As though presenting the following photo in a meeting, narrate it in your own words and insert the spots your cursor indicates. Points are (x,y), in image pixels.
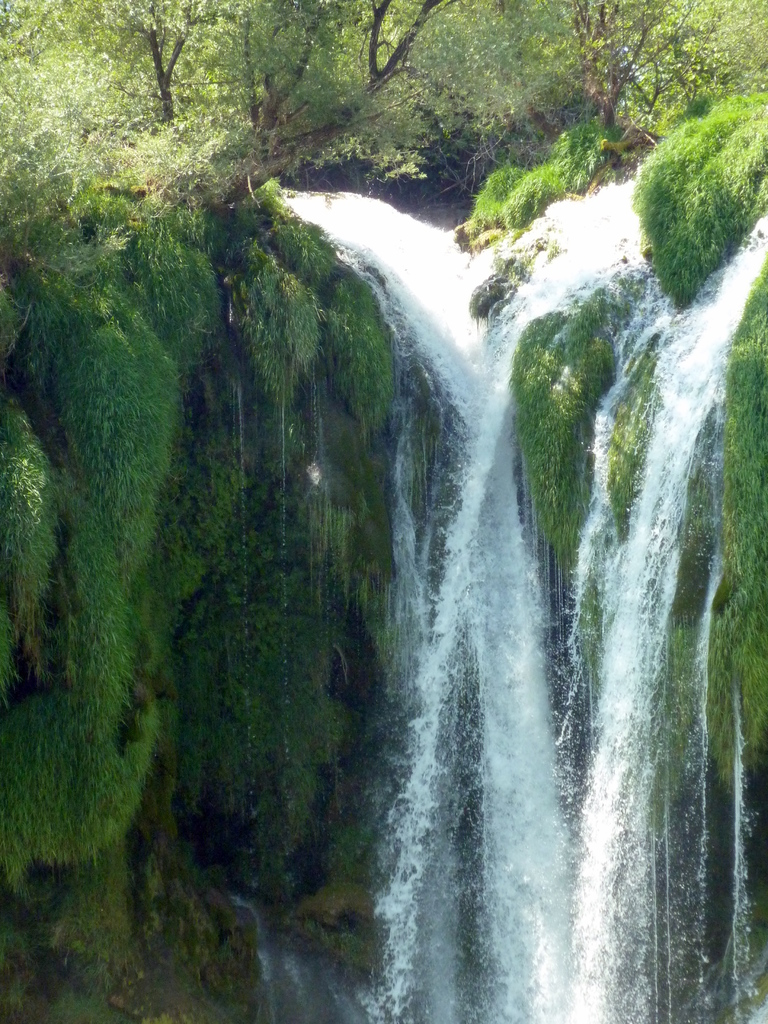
In this picture there is a waterfall (395,347). At the top (249,25) i can see trees (288,86), plants (86,118) and grass (680,251).
